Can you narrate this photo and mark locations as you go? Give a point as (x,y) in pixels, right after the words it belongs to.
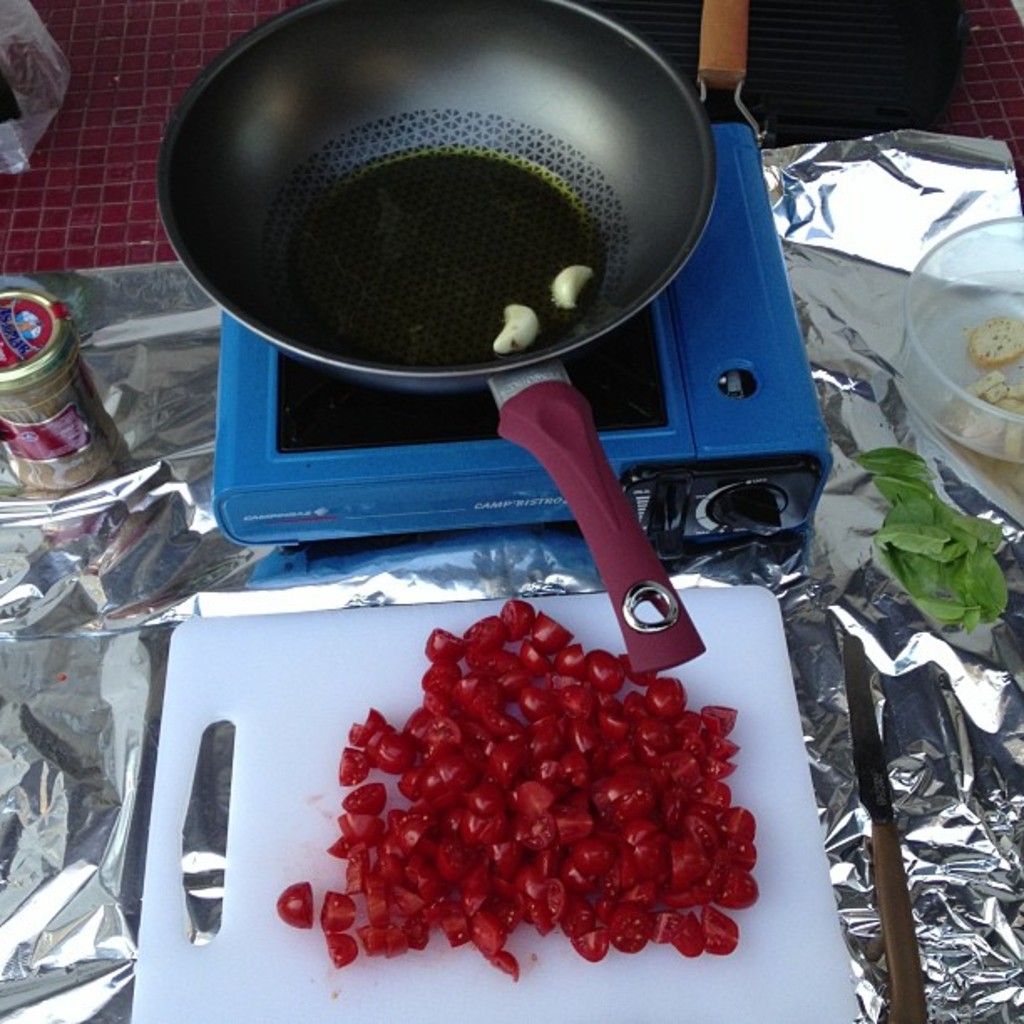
Here in this picture we can see a table (117,163), on which we can see a chopping board (414,708) with some tomatoes (578,912) chopped and in front of that we can see a stove (487,461) with a pan (588,340) present on it and we can also see other leaves (889,515) and boxes (27,475) present beside it.
